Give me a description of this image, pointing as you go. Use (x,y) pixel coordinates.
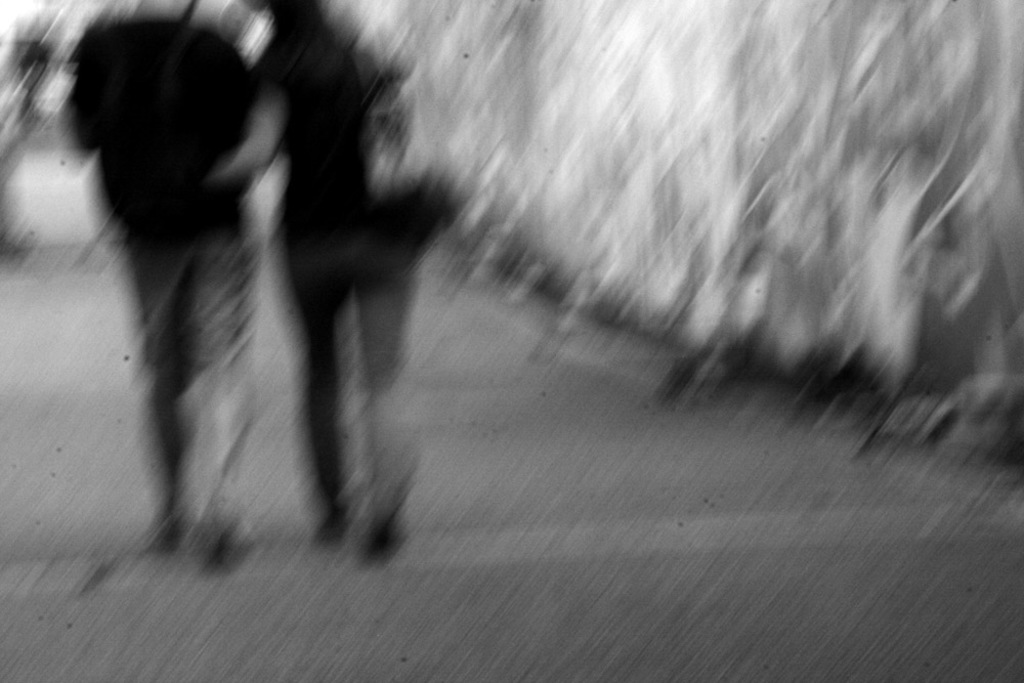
In this image we can see black and white picture of two persons (163,310) walking on the ground (625,581).
